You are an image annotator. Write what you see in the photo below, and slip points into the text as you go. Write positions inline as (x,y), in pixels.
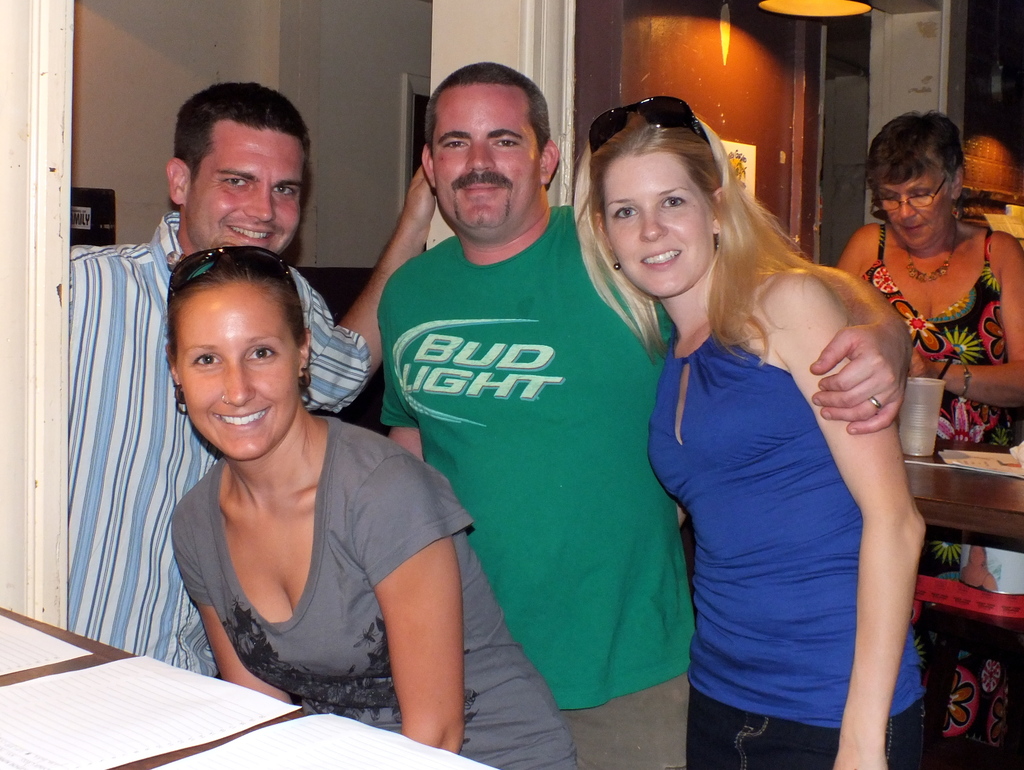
This picture is clicked indoors. In this picture, we see two men (426,308) and two women (680,494) are standing. All of them are smiling. They are posing for the photo. In front of them, we see a brown table (97,655) on which papers (156,723) are placed. Behind them, we see a wall (306,91) in white color. Beside that, we see a brown color door (669,91). Behind them, the woman (909,270) in a black dress (980,292) who is wearing spectacles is standing. In front of her, we see a table (933,485) on which paper (963,450) and glass (936,423) are placed.
